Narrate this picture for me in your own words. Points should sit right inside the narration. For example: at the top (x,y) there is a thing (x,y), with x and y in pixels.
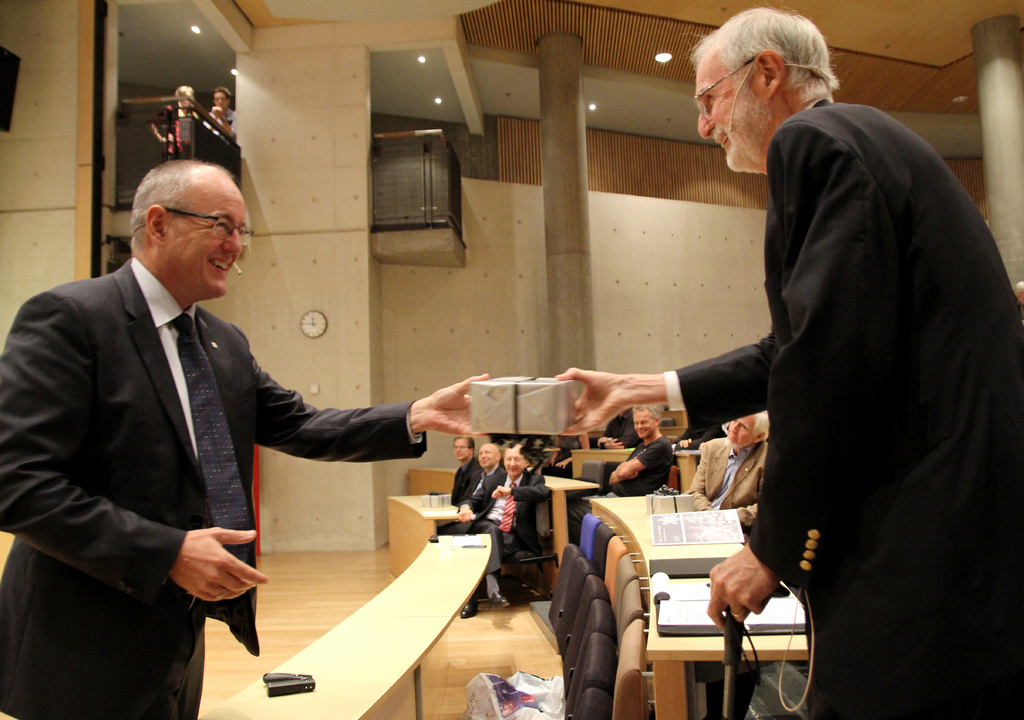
In this picture I can see two persons (50,648) standing and smiling by holding an object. I can see group of people (590,442) sitting on the chairs (621,569). There are papers (752,624) and some other objects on the tables (318,717), and in the background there are two persons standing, pillars (1005,56), lights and there is a clock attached to the pillar (259,282).
